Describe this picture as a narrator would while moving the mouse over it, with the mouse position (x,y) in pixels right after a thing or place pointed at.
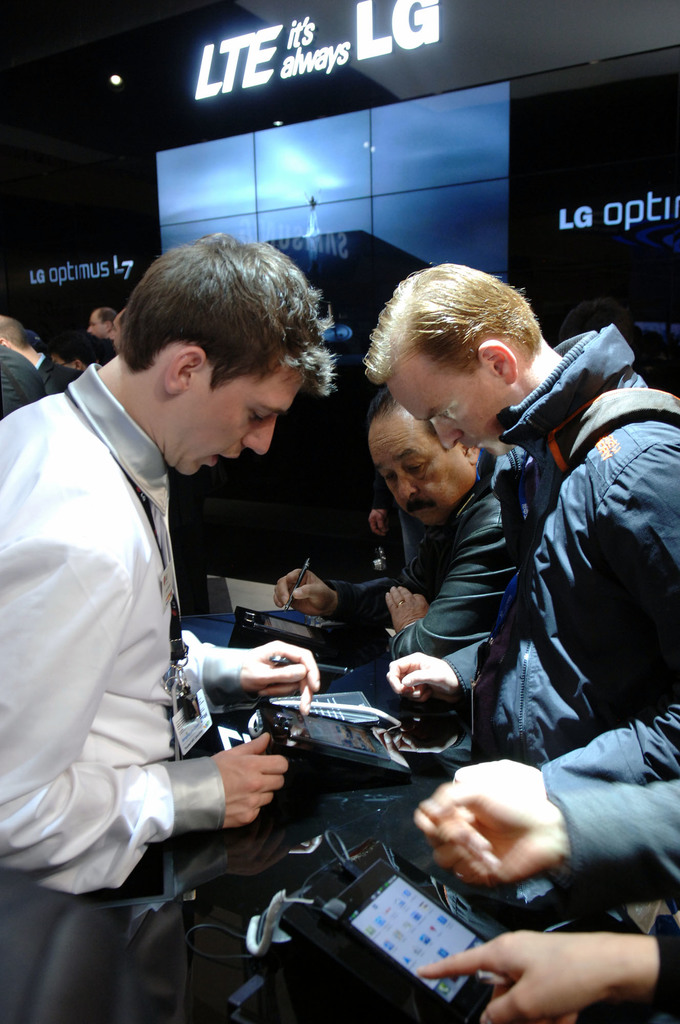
In this image we can see men (533,481) are standing. In front of them, we can see a table (337,817). On the table (378,840), we can see so many electronic objects (372,739). In the background (315,251), we can see the glass (469,213) and lights (420,39). On the left side of the image (7,352), we can see so many people (2,362).
